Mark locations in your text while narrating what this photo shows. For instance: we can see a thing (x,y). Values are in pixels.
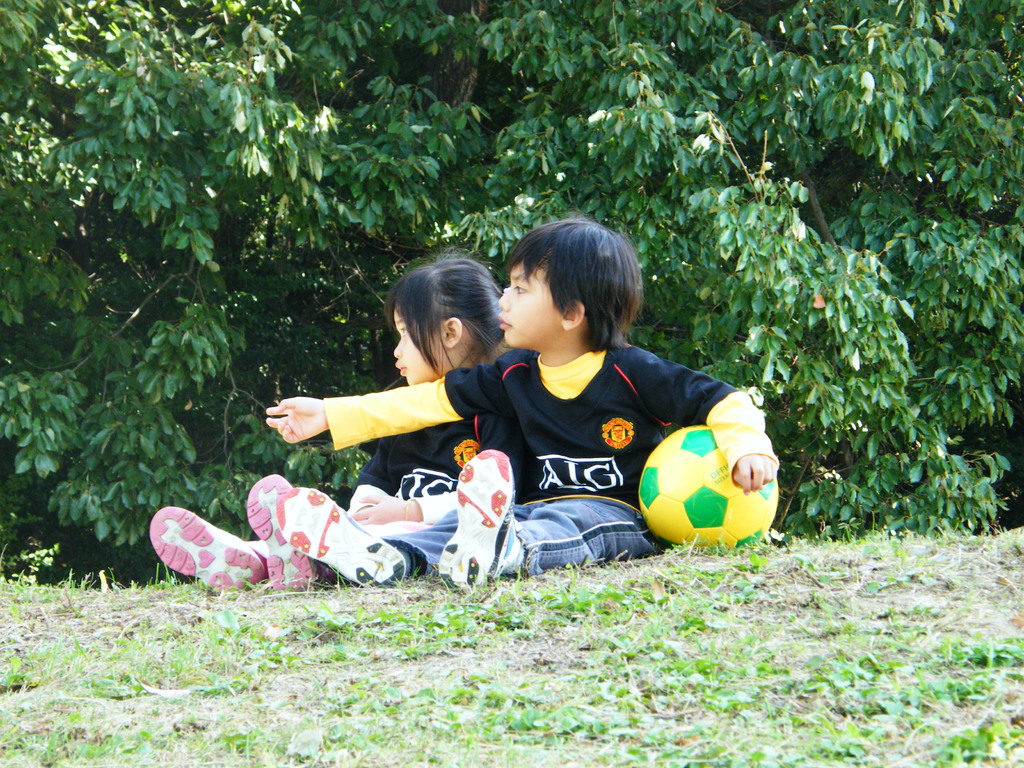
In this image we can see two children (459,466) wearing black T-shirts (713,395) are sitting on the ground (333,582) and this child (472,405) is holding a yellow ball (680,462) in his hands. In the background (823,520), we can see the trees (468,206).
